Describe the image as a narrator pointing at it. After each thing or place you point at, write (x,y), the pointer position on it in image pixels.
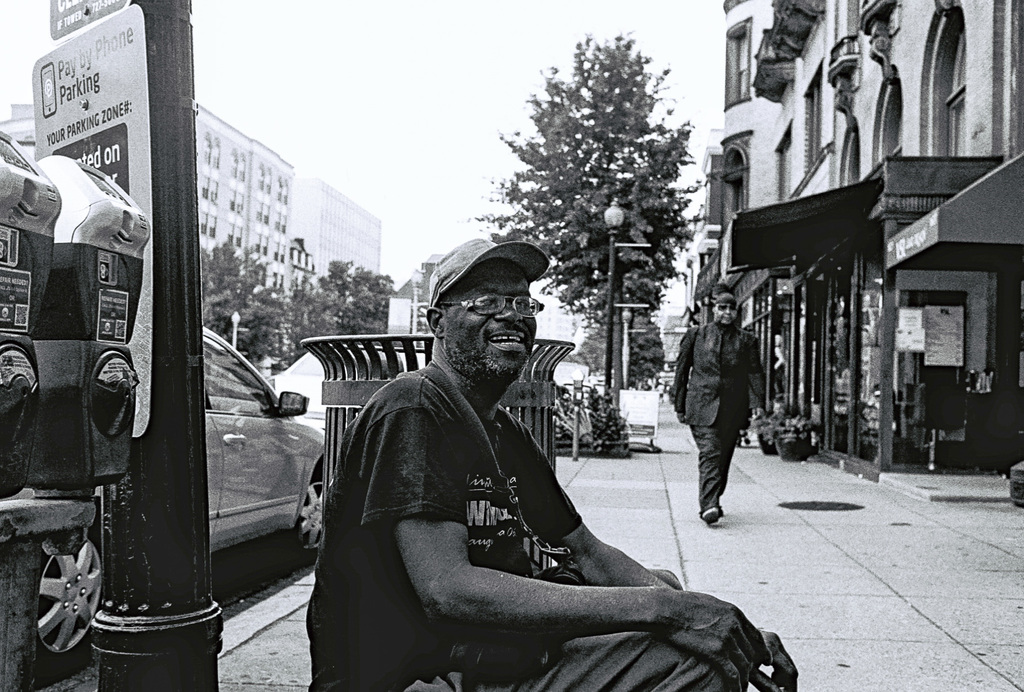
In this picture I can see there is a man (502,309) sitting on the floor (678,500) and in the backdrop (702,491) I can see there is a man (732,411) walking here on the walk way (873,676) and there are few buildings (721,196) and trees (656,215) and the sky (316,115) is clear.
